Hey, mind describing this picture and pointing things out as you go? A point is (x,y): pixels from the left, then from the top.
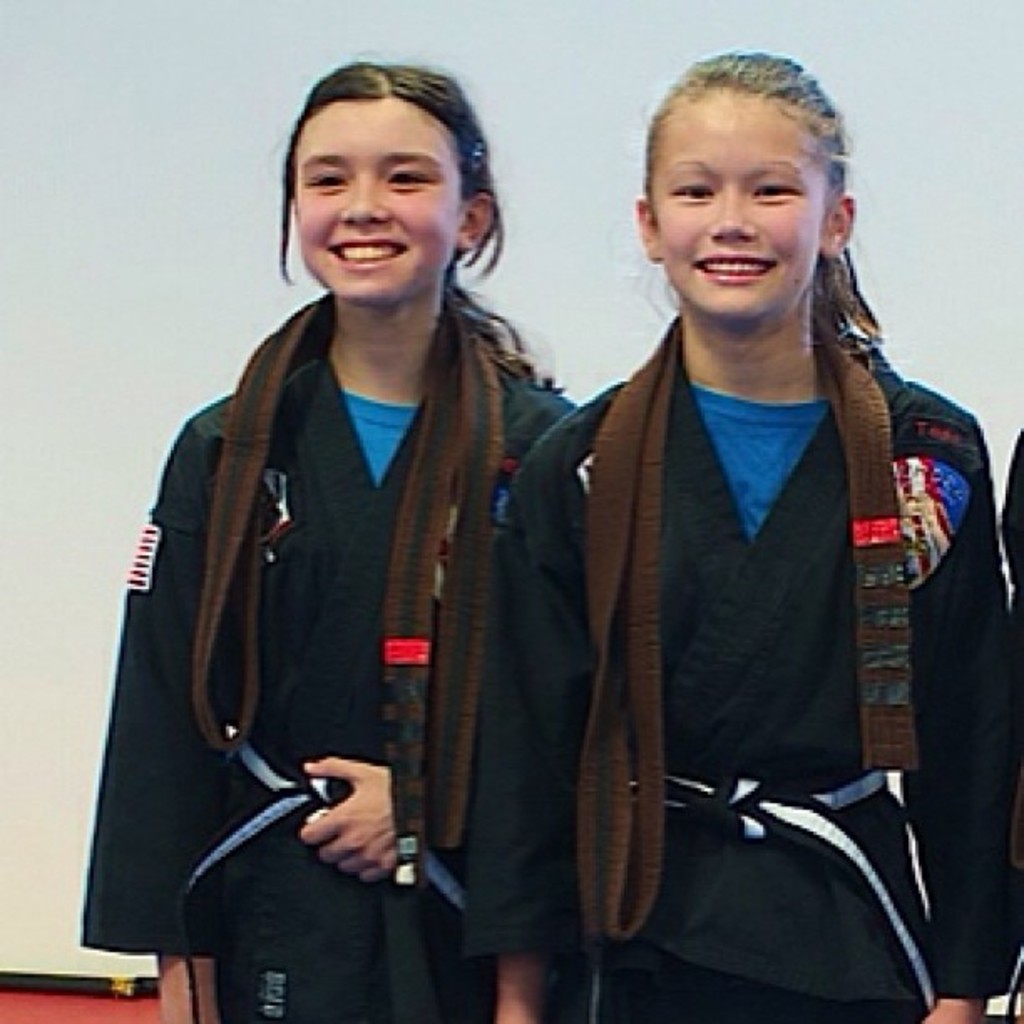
There are two girls (782,203) standing and smiling, behind these girls (412,121) it is white.
